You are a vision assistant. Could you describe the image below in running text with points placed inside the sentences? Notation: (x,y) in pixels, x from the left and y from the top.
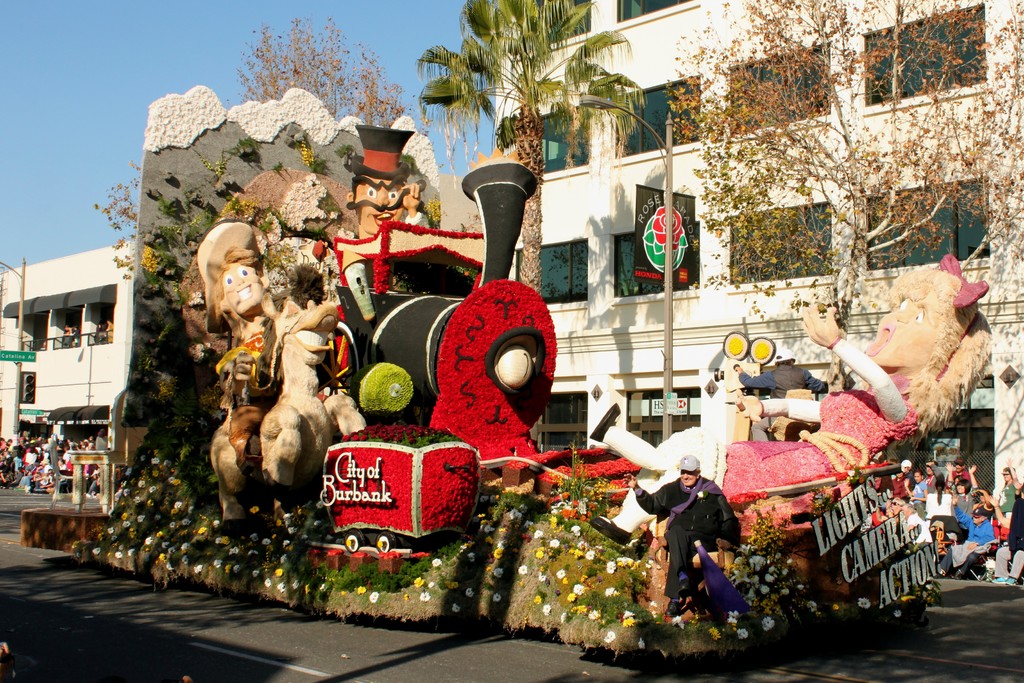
In the picture I can see a person (669,600), here we can see decoration item (335,480) made with flowers (458,489) which is on the road (75,564). In the background (34,324), we can see the buildings (79,317), traffic signals poles (13,415), boards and a few people (998,511) standing here, we can see trees (468,79) and blue color sky (47,3) in the background (23,105).
